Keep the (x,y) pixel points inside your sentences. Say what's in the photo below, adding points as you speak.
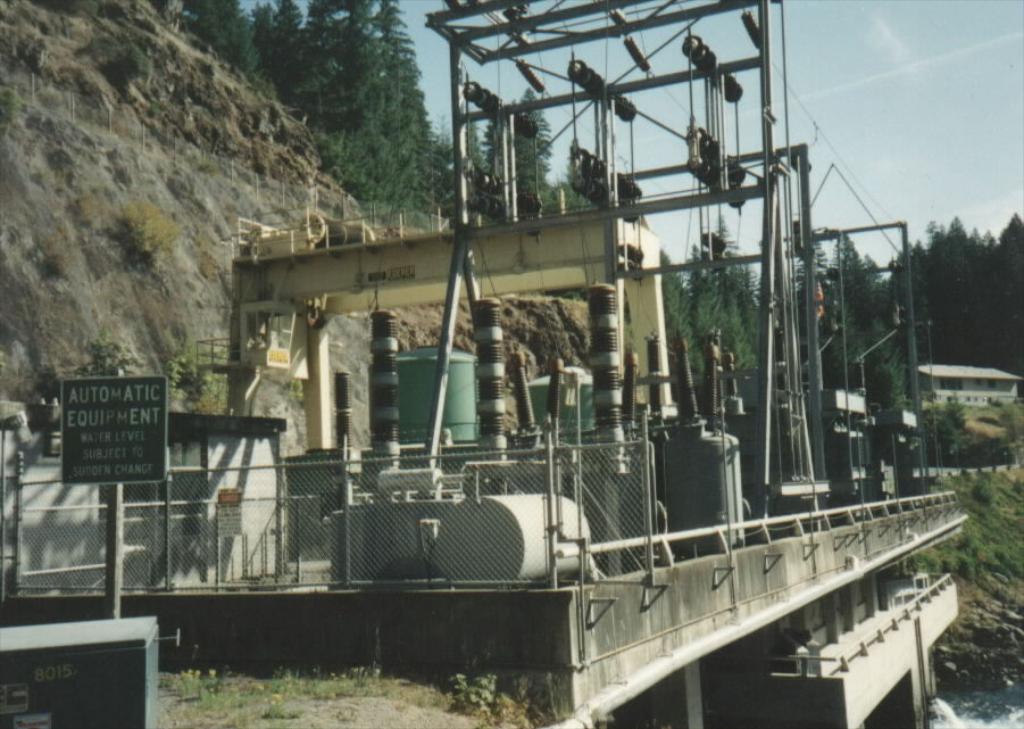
In this picture I can see the electronic equipment (411,396) in front (814,340) and I can see a board (103,389), on which there is something written. In the background (377,60) I can see few plants (992,505), number of trees (966,260) and a building (922,375). On the top of this picture (940,165) I can see the sky (951,47). On the bottom right corner of this picture (952,692) I can see the water (946,715).
